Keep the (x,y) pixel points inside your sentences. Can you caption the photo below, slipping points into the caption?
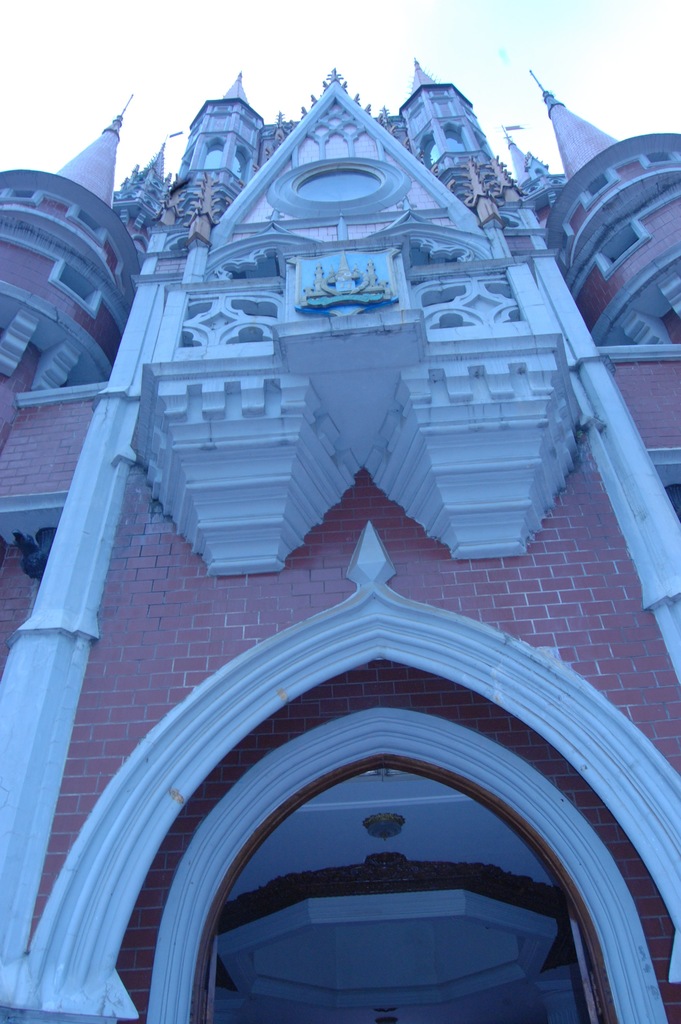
In this image we can see shrine (279,551) which is of pink color.
